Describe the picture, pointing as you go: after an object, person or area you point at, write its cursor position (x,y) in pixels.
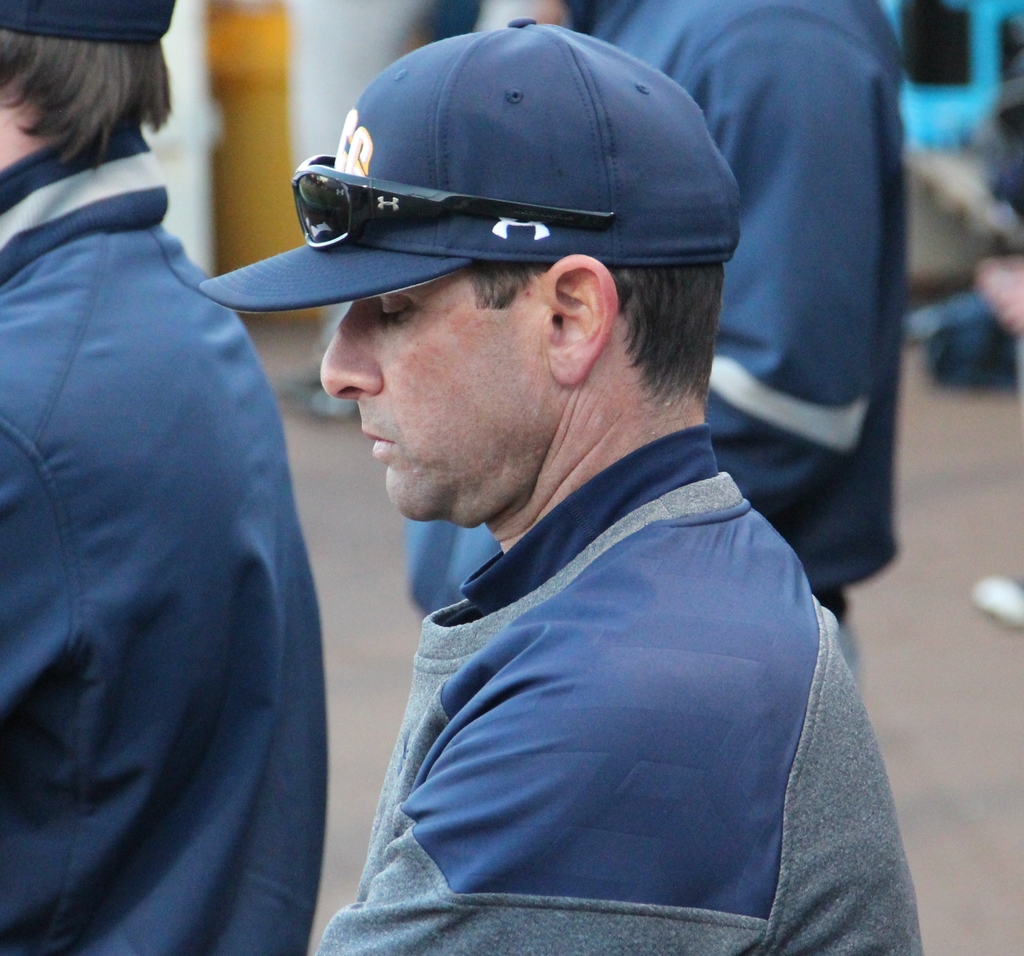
This is outdoor picture. The picture is highlighted with a man (662,622) and this man (637,429) wore a blue cap (562,154). He is wearing a black specs (417,211) over the cap (590,154). beside this man (470,185) there is one man (815,146) standing over there and on the left side of the picture (131,309) we can see other man (165,317) standing.
